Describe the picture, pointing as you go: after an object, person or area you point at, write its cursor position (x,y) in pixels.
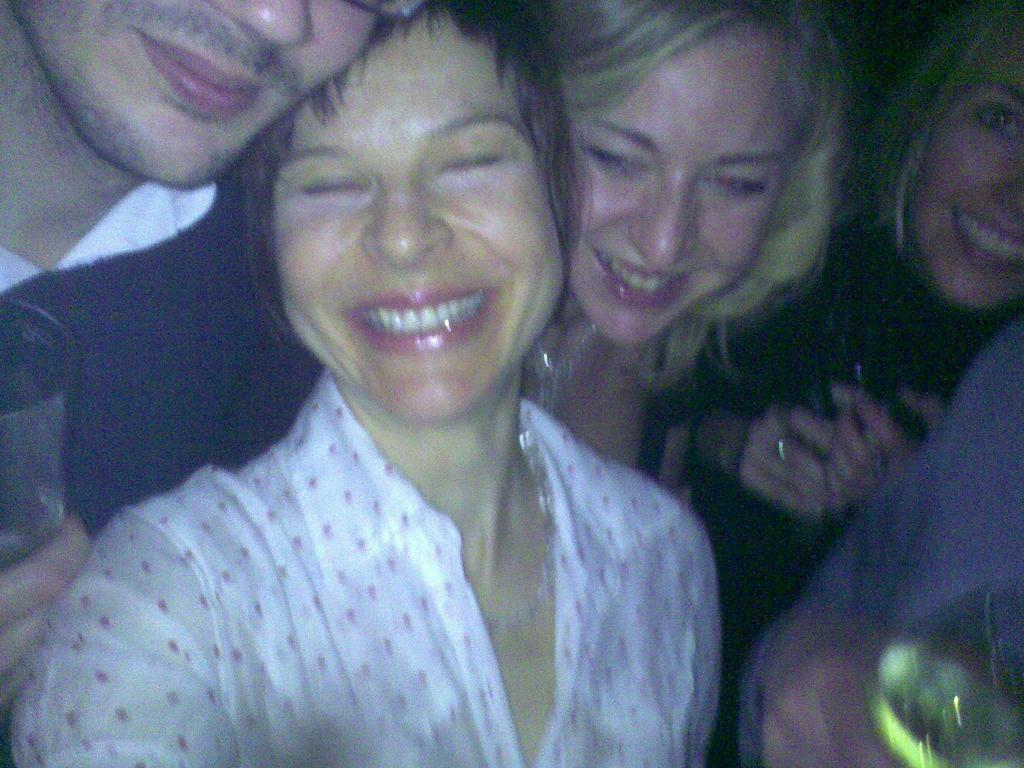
In this image we can see people (298,225) with smiling faces (422,347).
